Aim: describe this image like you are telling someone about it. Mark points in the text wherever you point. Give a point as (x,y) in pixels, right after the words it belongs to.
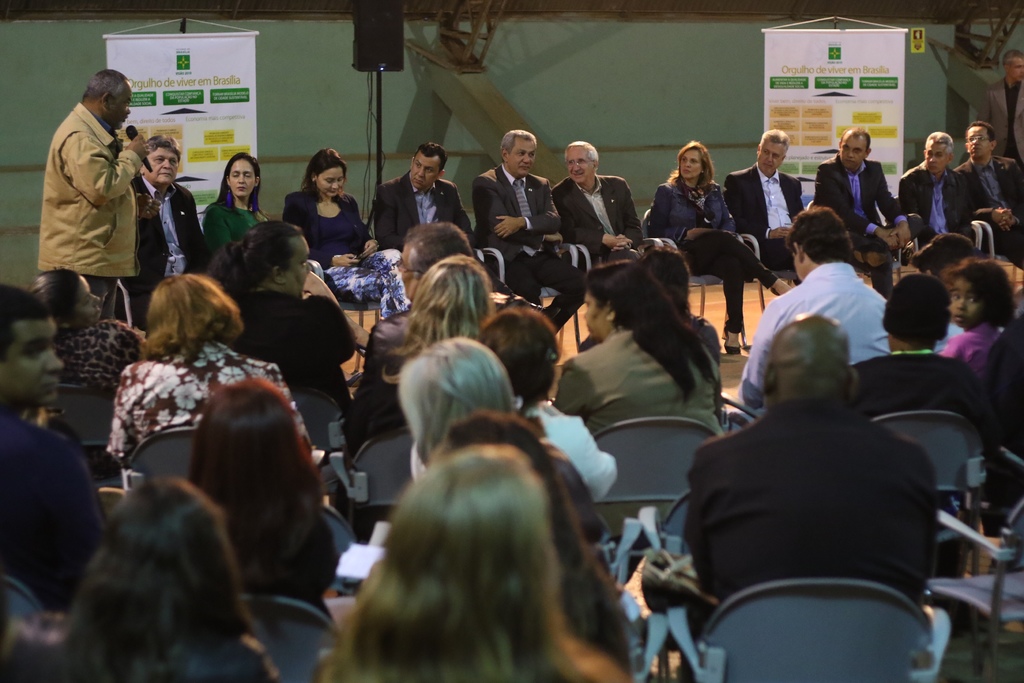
In this image we can see a few people (317,282) sitting on the chairs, in front of them, we can see a person (115,229) standing on the stage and holding a mic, also we can see a speaker (383,59) and posters (207,191), In the background (339,65), we can see the wall (323,73).
